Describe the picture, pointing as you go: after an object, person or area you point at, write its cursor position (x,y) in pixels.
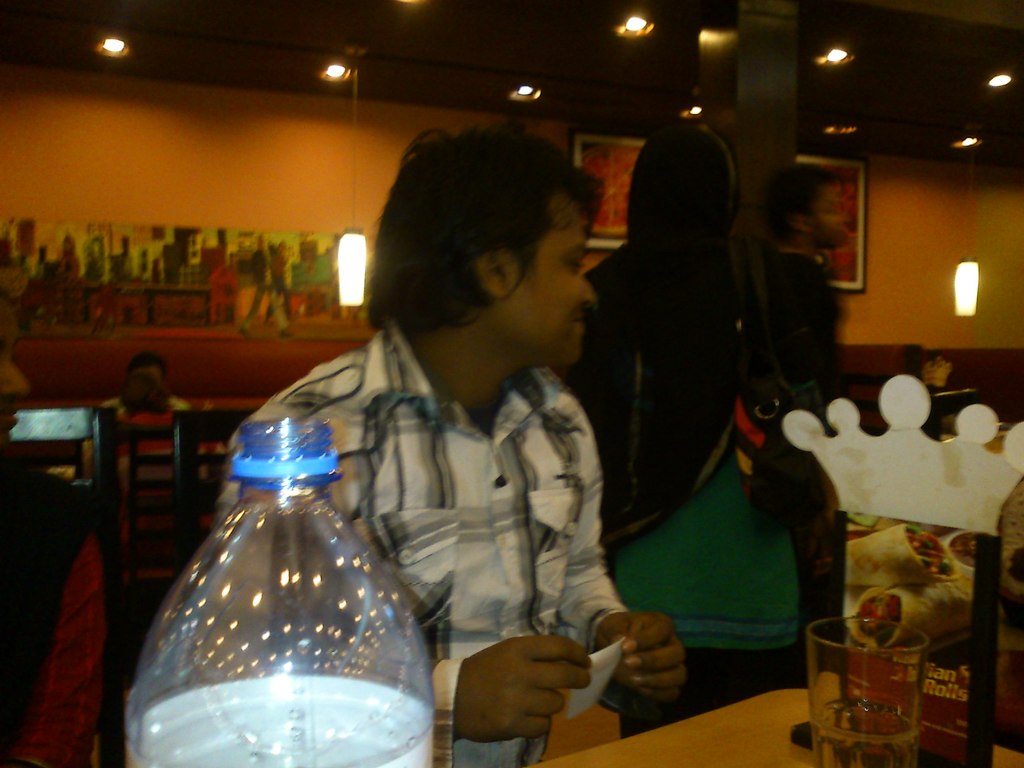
This picture is taken inside the restaurant (147,167) in which there is a man (489,509) sitting near the table (628,745). On the table (713,733) there is glass (850,705) and a water bottle (245,651). Beside the man (540,478) there is another woman (699,463) who is standing by holding a hand bag (751,445). To the wall (395,117) there is photo frame (596,142) and at the top (548,29) there is ceiling (219,53) with the lights (336,69) in between them.
